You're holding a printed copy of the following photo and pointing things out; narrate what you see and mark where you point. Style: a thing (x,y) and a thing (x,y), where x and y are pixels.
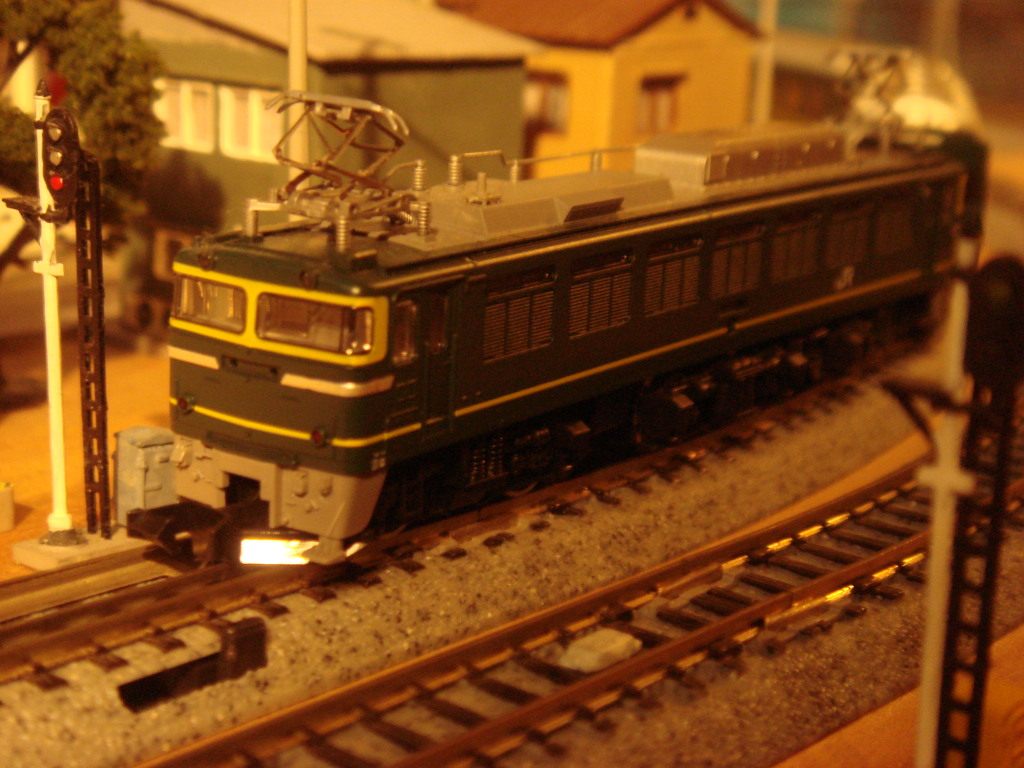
There is a railway track (497,683) at the bottom of this image (545,712). We can see a train (450,416) in the middle of this image (666,356). There are buildings (330,84) and a tree (5,77) at the top of this image (130,109).
